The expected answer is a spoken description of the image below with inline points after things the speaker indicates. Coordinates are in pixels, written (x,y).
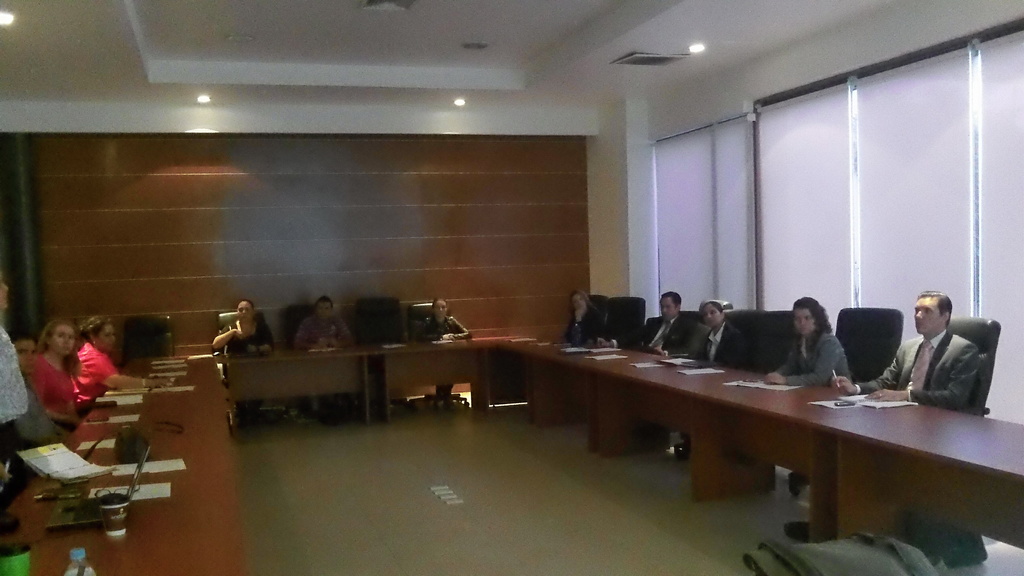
This is a consist of a group of persons (52,408) sitting around the table (125,408) and there is a conference hall (256,103) on the image and there are the some lights (206,101) and there are some objects (68,521) kept on the table (125,543).
